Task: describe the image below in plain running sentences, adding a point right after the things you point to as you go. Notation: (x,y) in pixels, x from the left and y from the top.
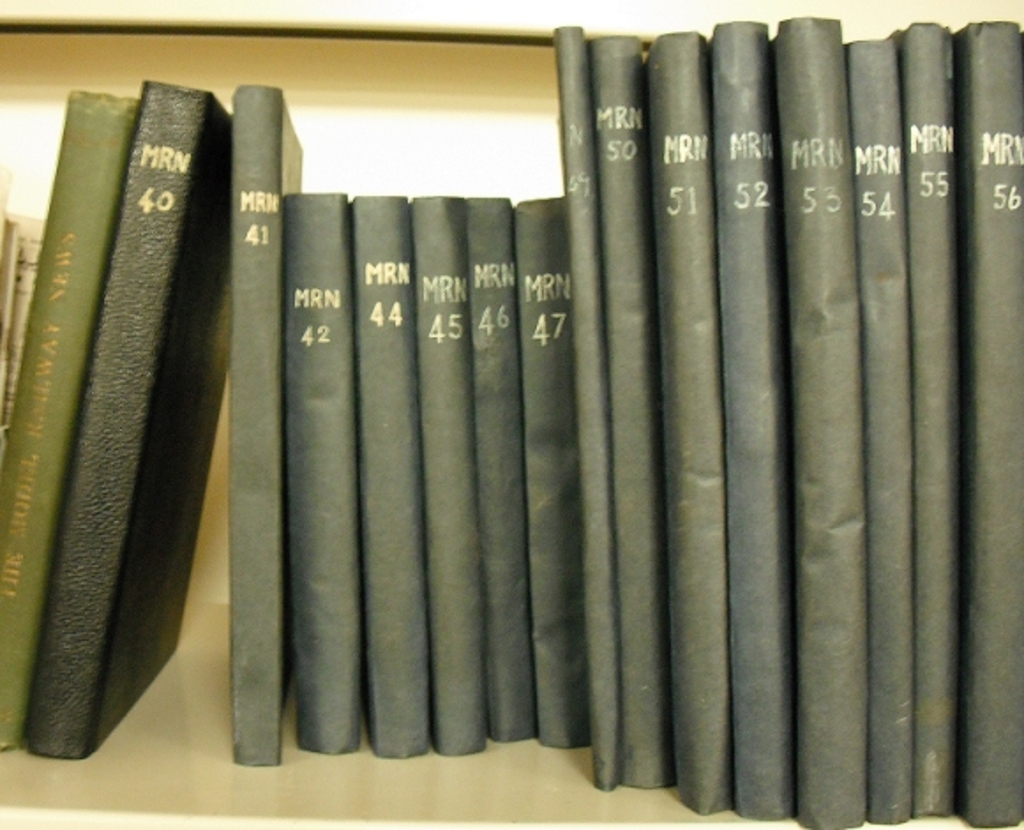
In this image we can see a few books (381,282) on the bookshelf (63,791).
